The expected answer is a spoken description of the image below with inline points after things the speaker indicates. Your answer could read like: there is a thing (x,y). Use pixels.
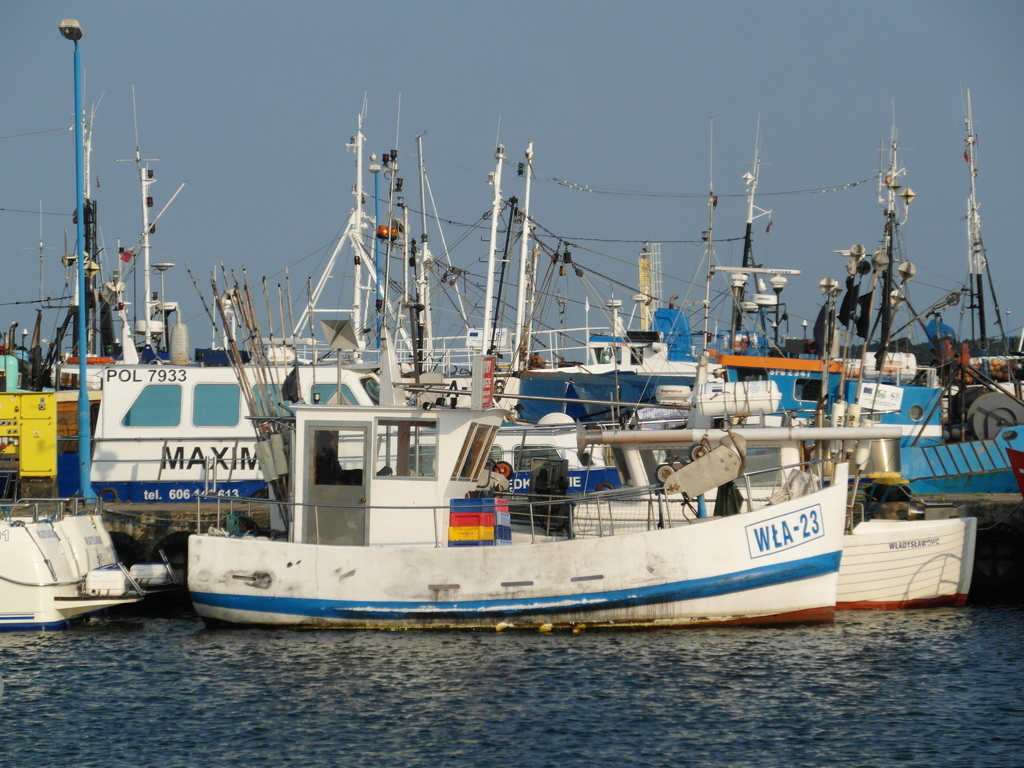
This picture shows few boats (613,359) in the water (319,631) and we see couple of pole lights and a clear sky (563,82).
